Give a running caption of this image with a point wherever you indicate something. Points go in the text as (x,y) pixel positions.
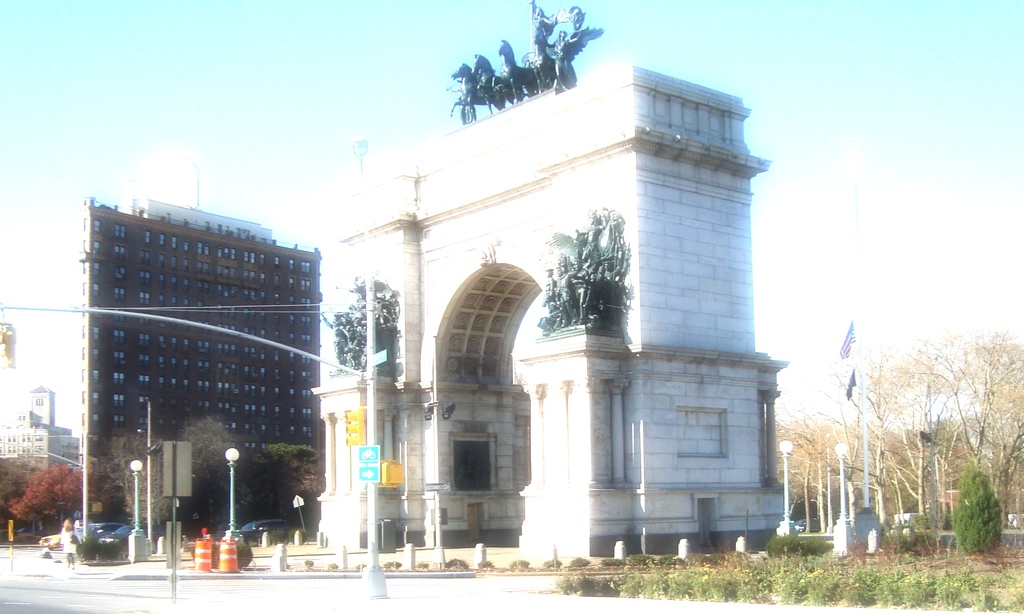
In this image I can see the ground (101,594), few poles (174,498), few boards (189,451) to the poles (787,466), a flag (848,336), few lights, few trees (795,484) which are green and brown in color and few buildings (134,371). I can see an arch (414,309) and few sculptures (363,331) on the arch (582,229). In the background (494,27) I can see the sky (278,89).
